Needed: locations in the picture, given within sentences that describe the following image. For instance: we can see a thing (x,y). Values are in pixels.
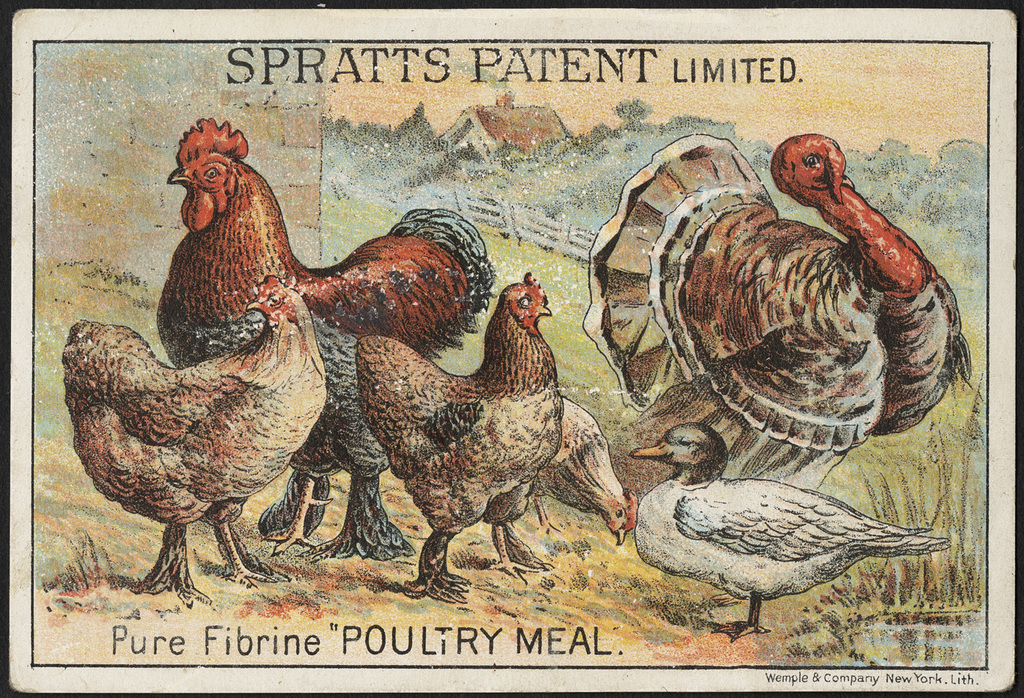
In this image we can see birds (781,475), trees (583,154) and grass (850,474). There is a shed (522,129) and we can see the sky (763,117). At the top (748,66) and bottom there is text (452,630).
